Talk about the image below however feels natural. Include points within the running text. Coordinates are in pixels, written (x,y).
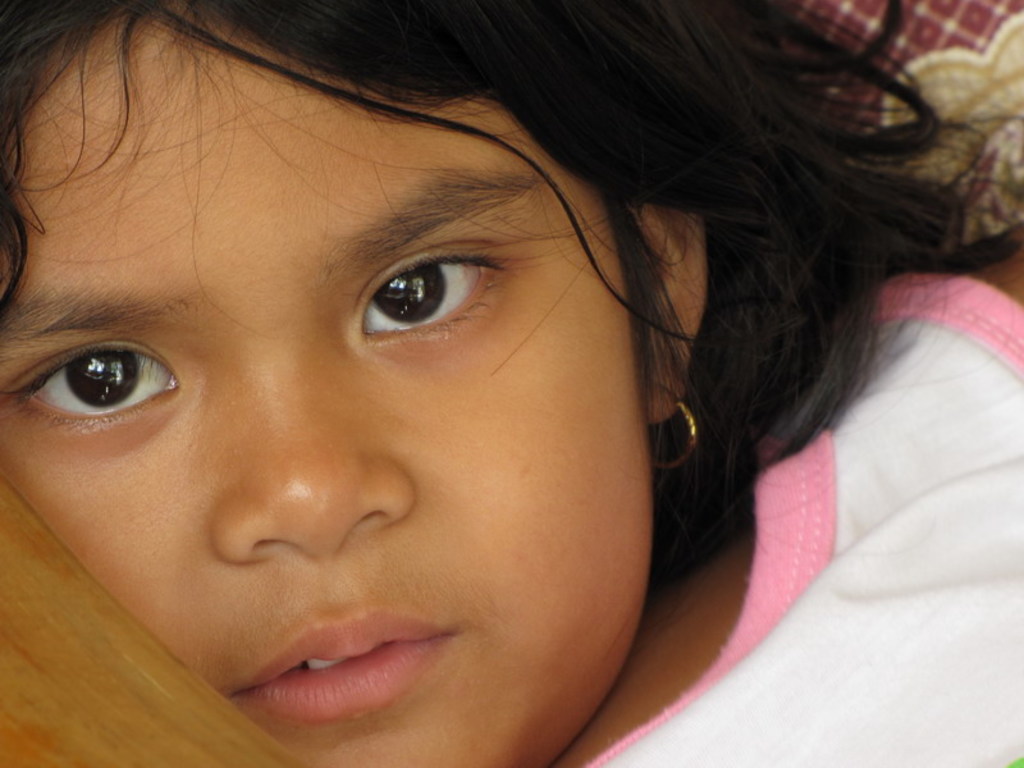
In this picture there is a girl (516,342) wearing a white top (907,517) and a earring (685,461).
